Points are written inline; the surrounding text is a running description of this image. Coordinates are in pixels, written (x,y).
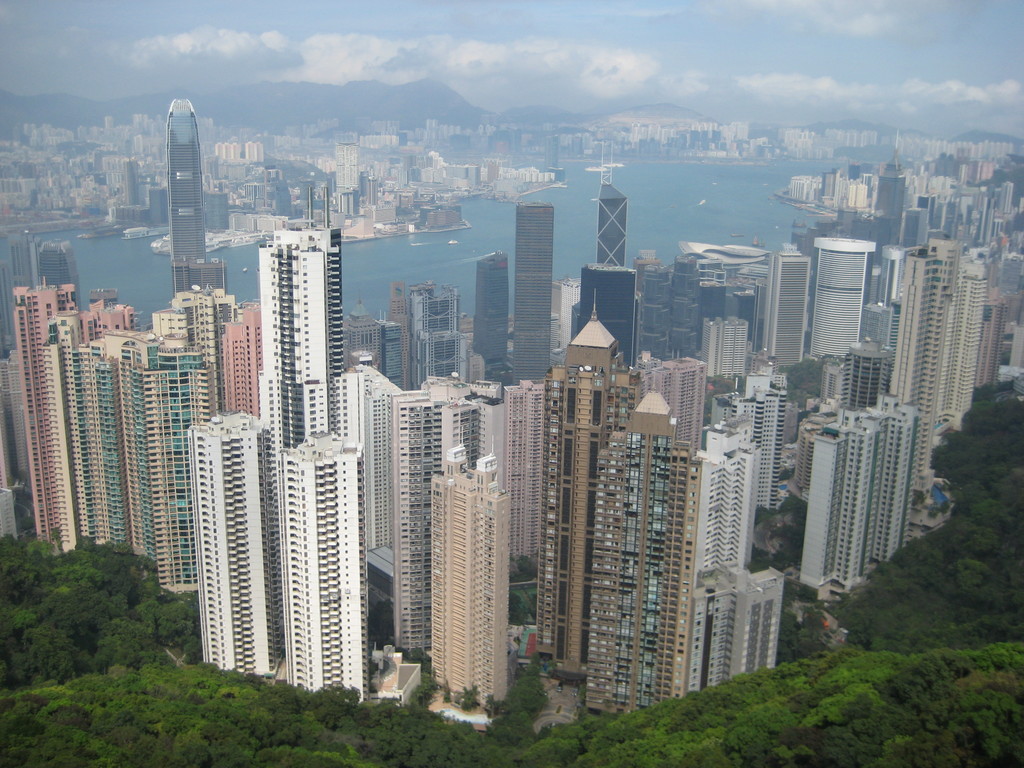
In this image at the bottom there are some trees (745,728) and in the center (618,495) there are some buildings (531,245) and skyscrapers (305,300), one sea (376,266). In the background (298,107) there are some mountains (456,118), on the top of the image (307,68) there is sky (235,35).
